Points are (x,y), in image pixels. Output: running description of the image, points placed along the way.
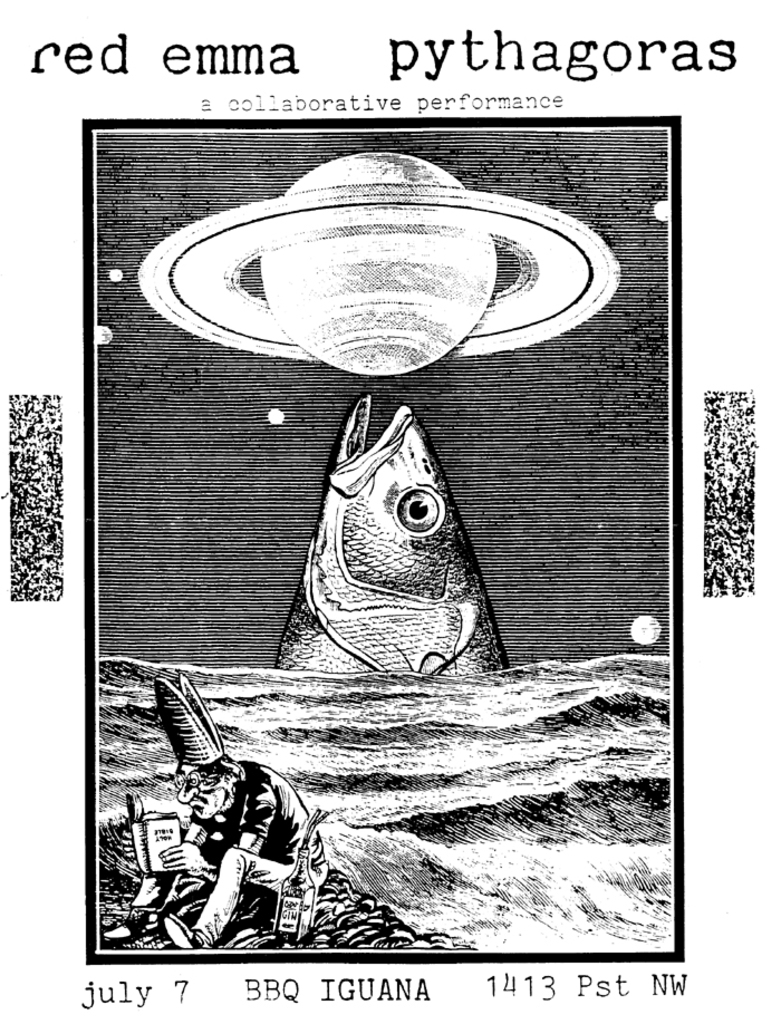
In this picture there is a image of a person (211,840) sitting and holding a book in his hand (194,854) and there is a bottle (307,905) beside him and there is a fish (401,649) in water (466,733) and there is an object (404,298) above it and there is something written above and below.
